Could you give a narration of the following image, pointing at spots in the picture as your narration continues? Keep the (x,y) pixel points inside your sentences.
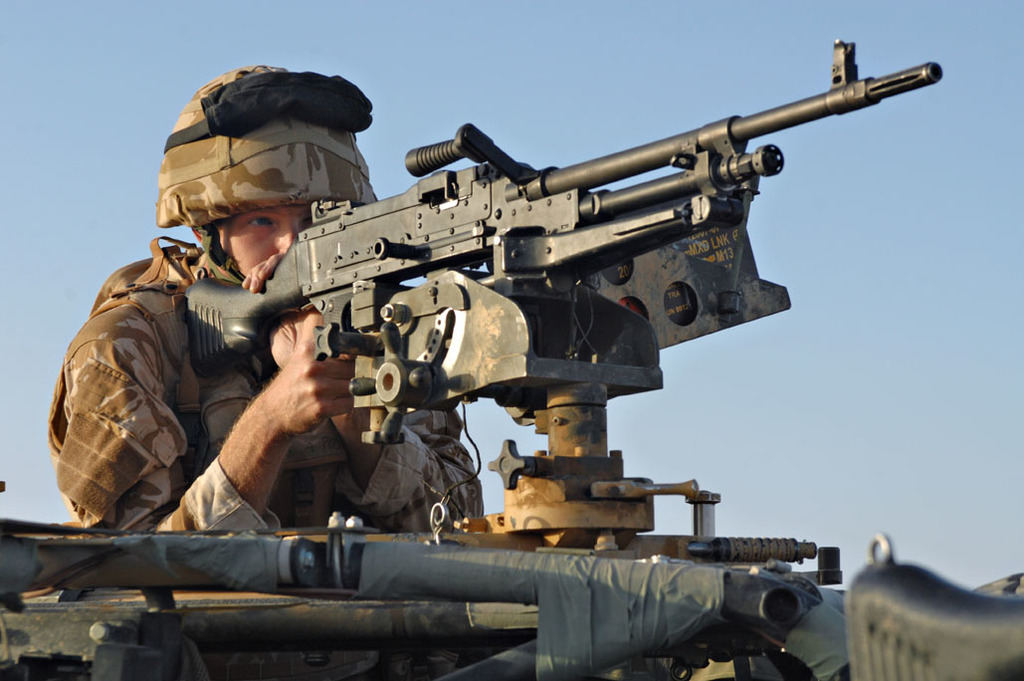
In the center of the image (366,453) we can see person (258,445) holding gun (686,187). In the background (32,487) there is sky (969,392).
